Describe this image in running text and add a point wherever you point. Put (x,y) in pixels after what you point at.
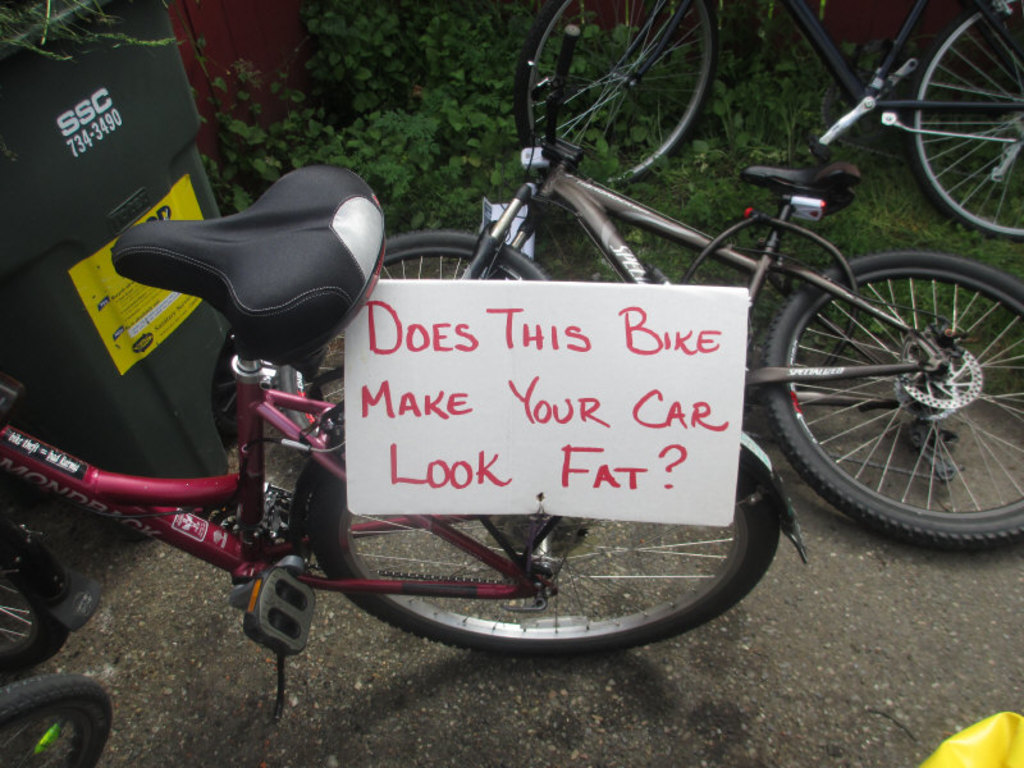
In the foreground of this image (267,526), there is bicycle (228,556) and a cardboard sheet (481,428) attached to it. In the background (807,303), there is a cycle (829,285) standing on the ground (820,246) and a cycle (844,75) leaning to the wall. On the left (185,148), there is a dustbin (106,125), few plants (295,141) and the wall (273,33). On the bottom left (75,744), there is a Tyre (86,716).
